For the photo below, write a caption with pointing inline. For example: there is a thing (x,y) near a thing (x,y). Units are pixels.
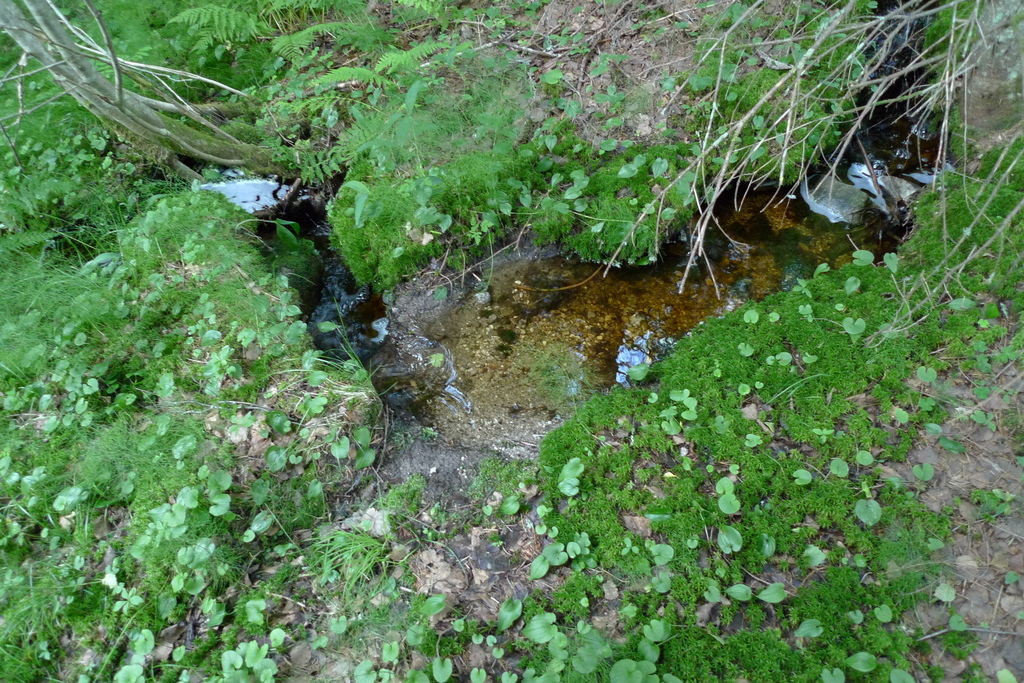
In this image we can see there are plants (600,520) and water (629,342) on the ground (387,405).
